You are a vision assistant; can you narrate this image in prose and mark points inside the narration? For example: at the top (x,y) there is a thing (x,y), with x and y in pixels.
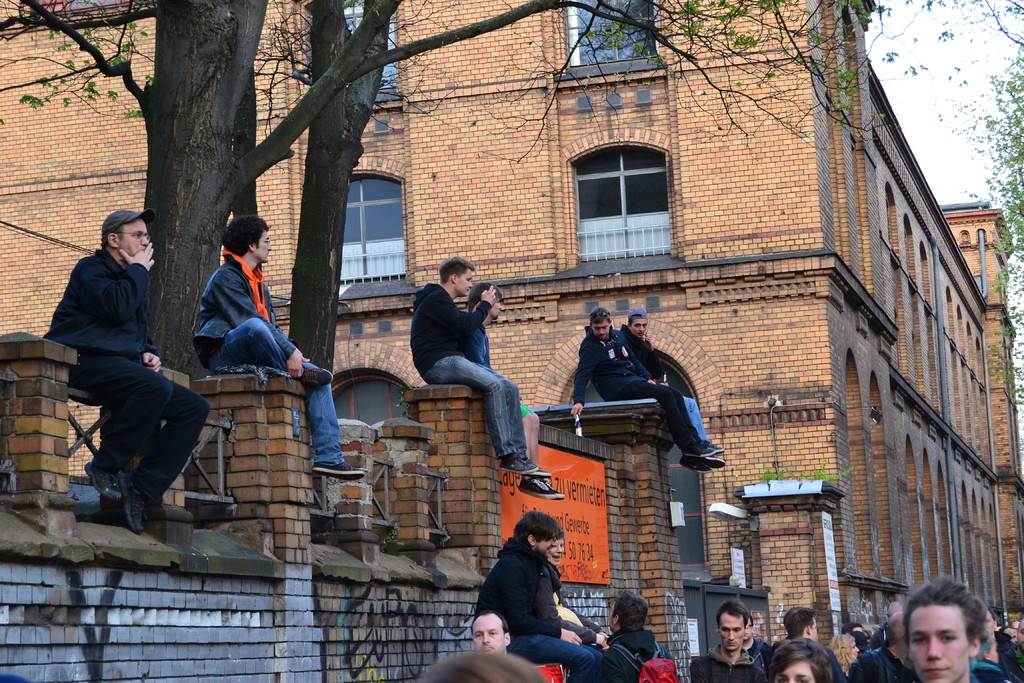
In this picture I can see number of people (613,614) in front (570,661) and on the left side of this picture (73,636) I can see the wall (414,414) on which there are few persons (254,275) sitting and I can see few trees (158,171). In the background (445,152) I can see a building (577,195) and on the right of this picture (1008,224) I can see the leaves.
